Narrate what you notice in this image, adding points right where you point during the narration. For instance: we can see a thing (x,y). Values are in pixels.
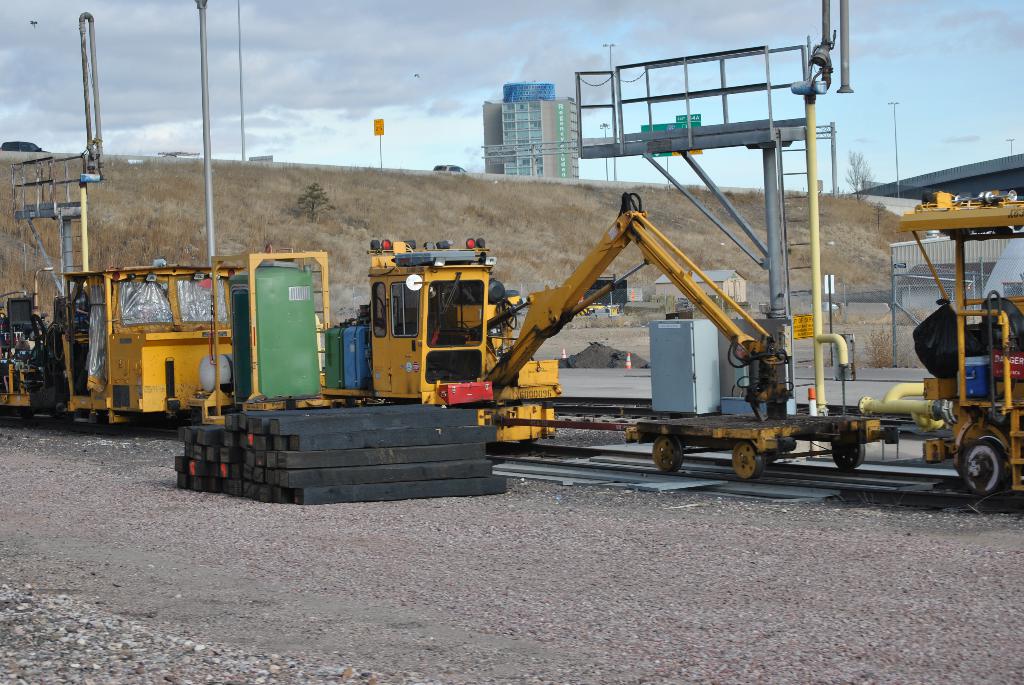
In this image, we can see construction trucks (648,242) and there are sheds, trees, some vehicles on the road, boards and we can see a building (516,131). At the bottom (400,472), there are railroad ties (346,446) and we can see traffic cones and there is ground (540,572). At the top (363,74), there is sky (289,96).
